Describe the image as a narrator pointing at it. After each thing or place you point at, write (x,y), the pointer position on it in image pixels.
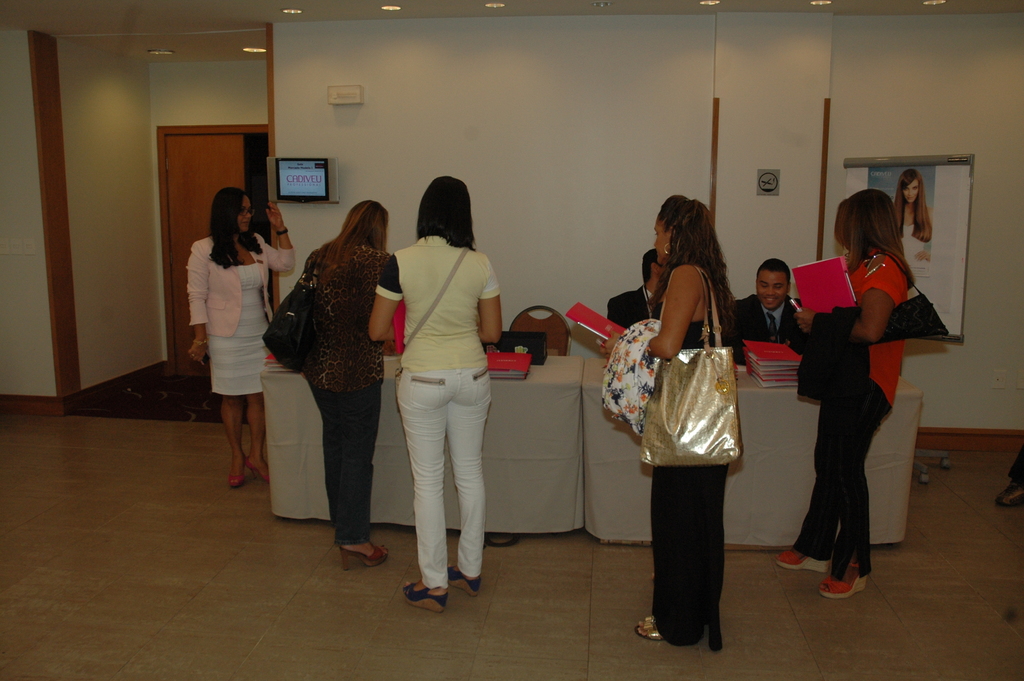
There are people (604,347) standing and these two men (779,325) sitting, we can see chair (565,330) and these people (431,412) are carrying bags (688,412). We can see books (789,371) on tables (285,409). In the background (212,176) we can see banner (932,219) and screen (306,188) on a wall (441,159) and door (220,139). At the top (812,1) we can see lights (284,11).
